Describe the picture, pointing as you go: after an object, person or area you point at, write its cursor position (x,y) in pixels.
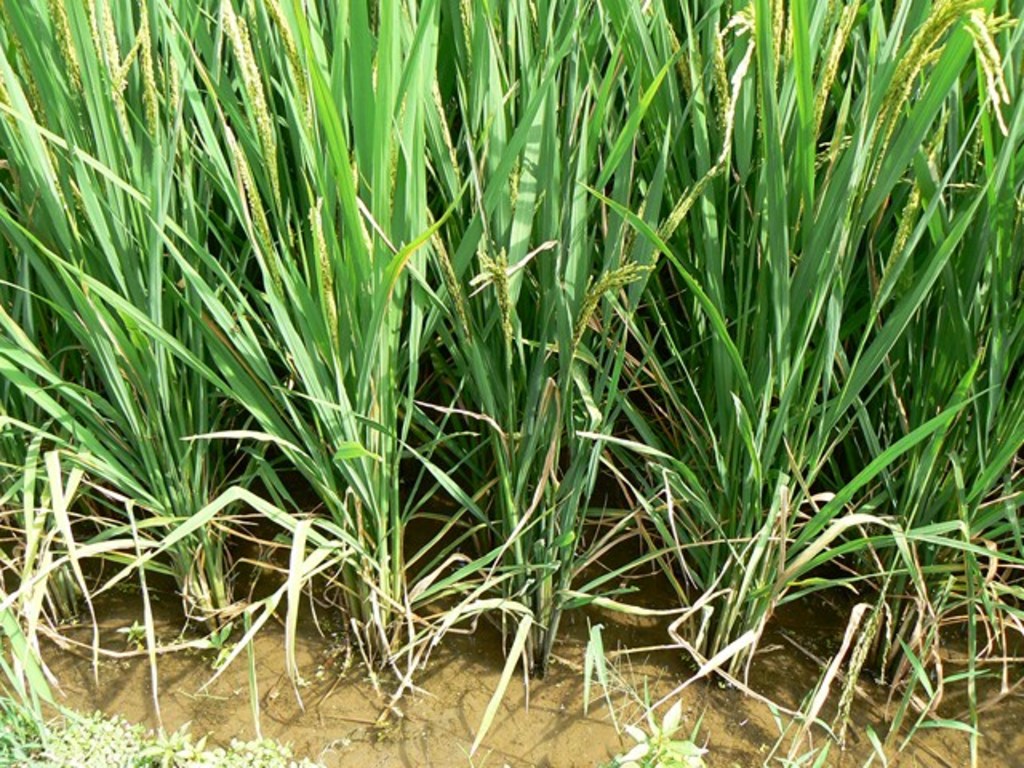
In this image we can see grass plants (626,394) in the water (220,697).
